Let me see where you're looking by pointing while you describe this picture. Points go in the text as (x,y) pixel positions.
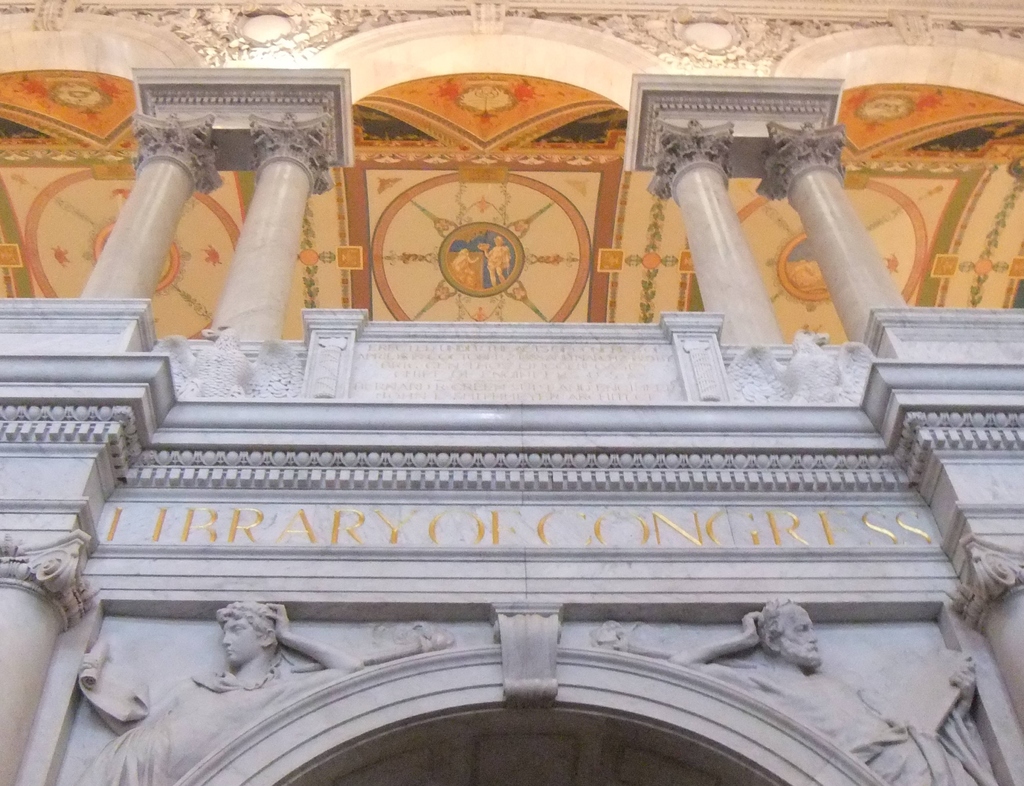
In this picture there is a library of congress (451,360) in the center of the image (591,513) and there are pillars (273,245) at the top side of the image (735,238) and there is an arch (398,725) at the bottom side of the image (502,686).
